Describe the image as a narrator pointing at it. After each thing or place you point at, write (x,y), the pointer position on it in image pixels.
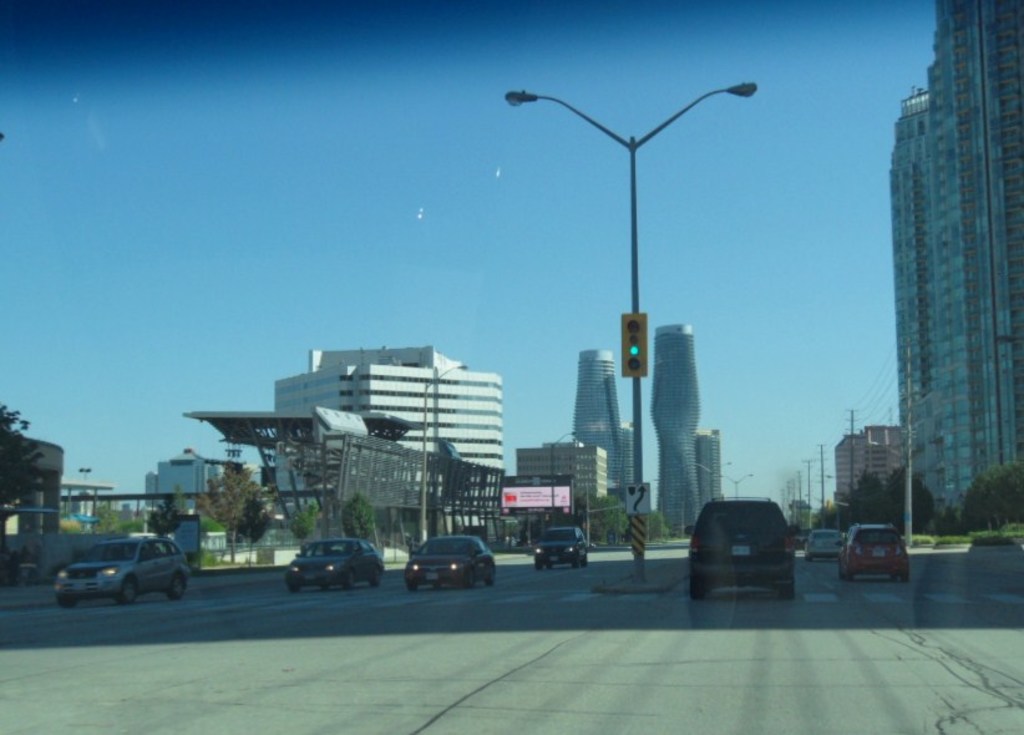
In the image we can see there are vehicles (450,572) on the road (686,588). Here we can see the signal pole (630,365), light pole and buildings (604,470). Here we can even see electric poles (908,362) and electric wires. There are trees (176,513), fence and the sky (128,335).
